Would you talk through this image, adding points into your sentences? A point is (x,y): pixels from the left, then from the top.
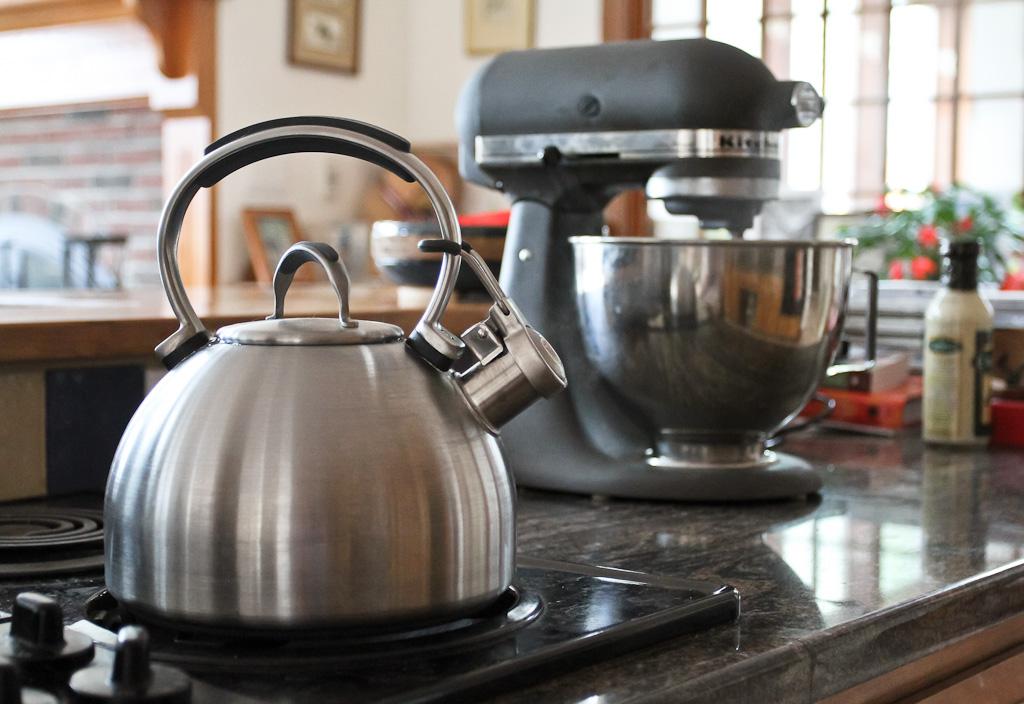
In this image, there is a kettle (362,599) on the stove (435,662). I can see a flour mixing machine (679,326), bottle (950,415) and few other objects (845,385) on the marble stone (871,548). At the top of the image (350,54), I can see two photo frames (484,27) attached to the wall (389,36). In the background (106,164), there are objects (886,419), which are looking blurred.
